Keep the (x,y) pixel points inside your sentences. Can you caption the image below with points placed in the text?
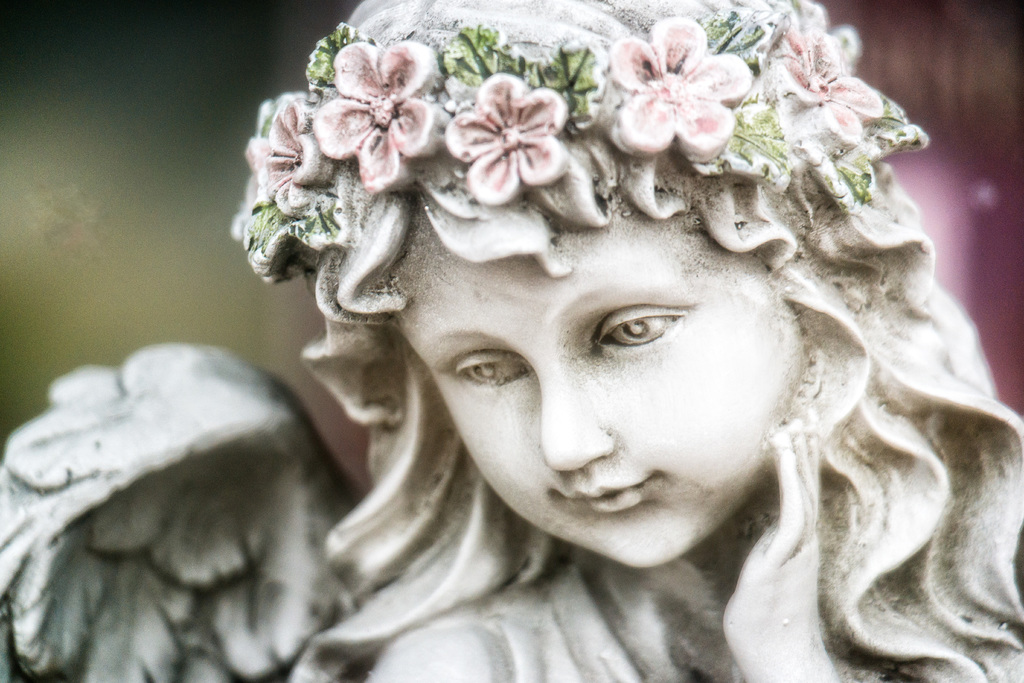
In this picture, we see a statue (367,323) of a girl (298,418) who is wearing a floral crown (633,68). In the background (133,222), it is in green and pink color and it is blurred in the background (954,262).
